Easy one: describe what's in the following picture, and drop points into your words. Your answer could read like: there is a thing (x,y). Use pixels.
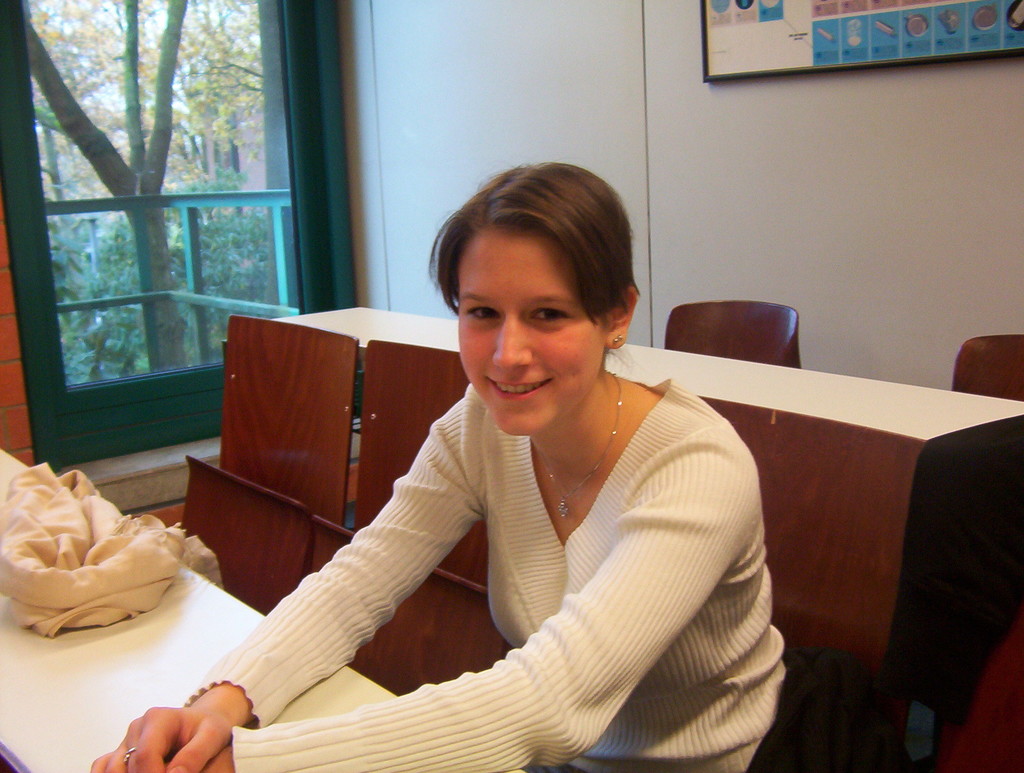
In the image there is a woman (514,639) she is sitting on the chair (499,637) and posing for the photo, in the left side (109,306) there is a window (138,224) and beside the window (211,220) there is a wall (784,82) and some poster (746,64) is attached to the wall (838,174).
